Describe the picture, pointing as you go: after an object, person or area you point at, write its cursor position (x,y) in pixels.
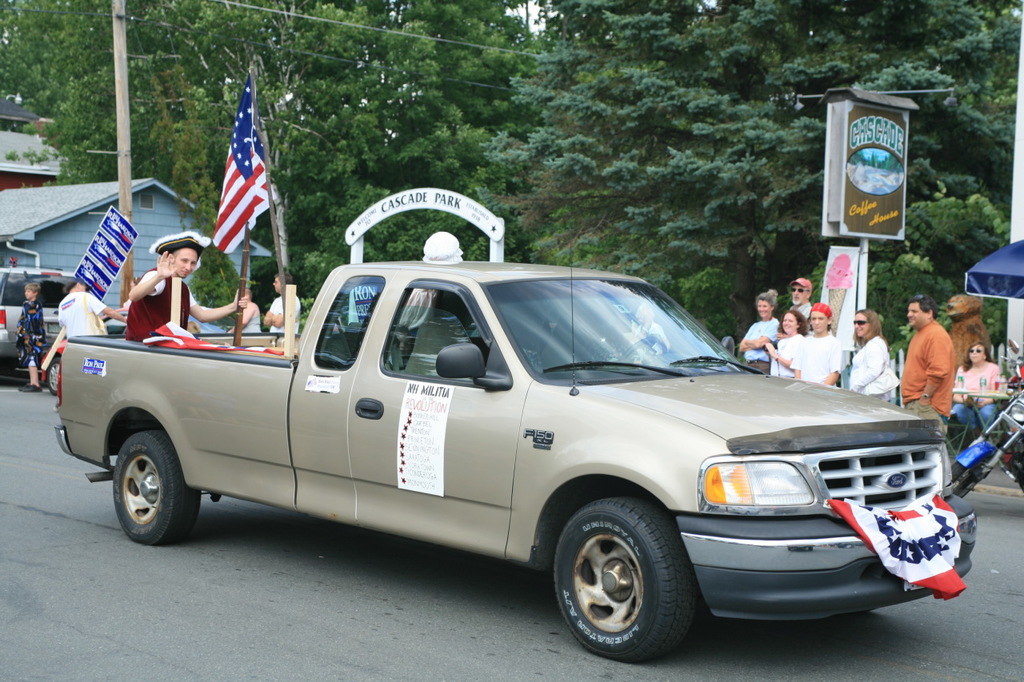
In this picture there is a car (534,385) on which there is a guy (194,299) sitting and beside there are some people (787,329) standing and some plants (901,339) and trees (627,245).
